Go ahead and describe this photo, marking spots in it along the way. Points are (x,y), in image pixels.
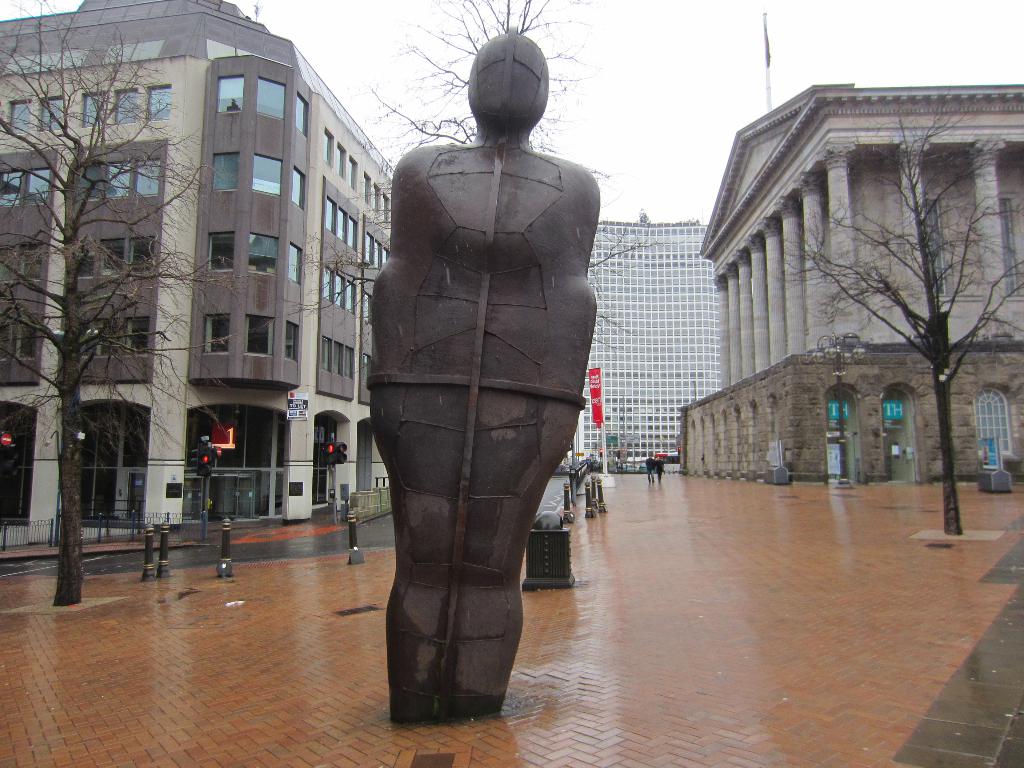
In this image I can see the statue (405,345). In the background (201,389) I can see few people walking and I can also see few dried trees (39,212), few buildings (346,314) and the sky (653,81) is in white color.
